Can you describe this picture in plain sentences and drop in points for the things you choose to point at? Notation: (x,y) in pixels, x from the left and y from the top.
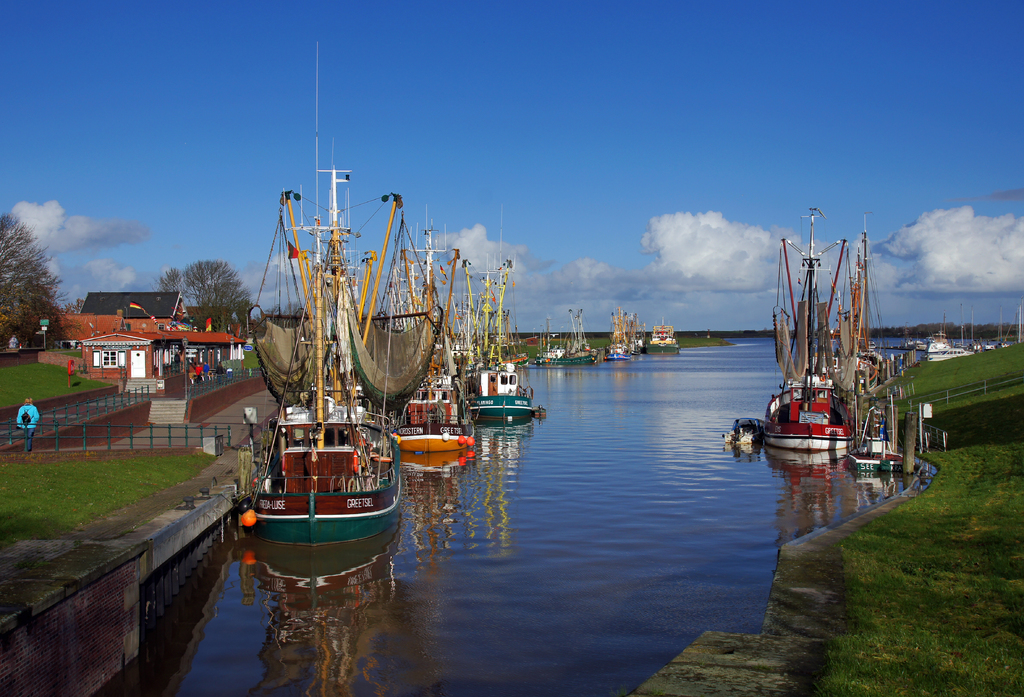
In this image in the center (616,426) there is a river (512,520), and in the river (733,382) there are some ships (475,394). In the ship (818,410) there are poles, and on the left side of the image (152,356) there are houses (131,347), trees (24,326), grass (89,466), railing (56,447) and some people (25,412). And on the right side of the image (957,469) there is grass (961,509), and at the top of the image (657,202) there is sky (462,154).
